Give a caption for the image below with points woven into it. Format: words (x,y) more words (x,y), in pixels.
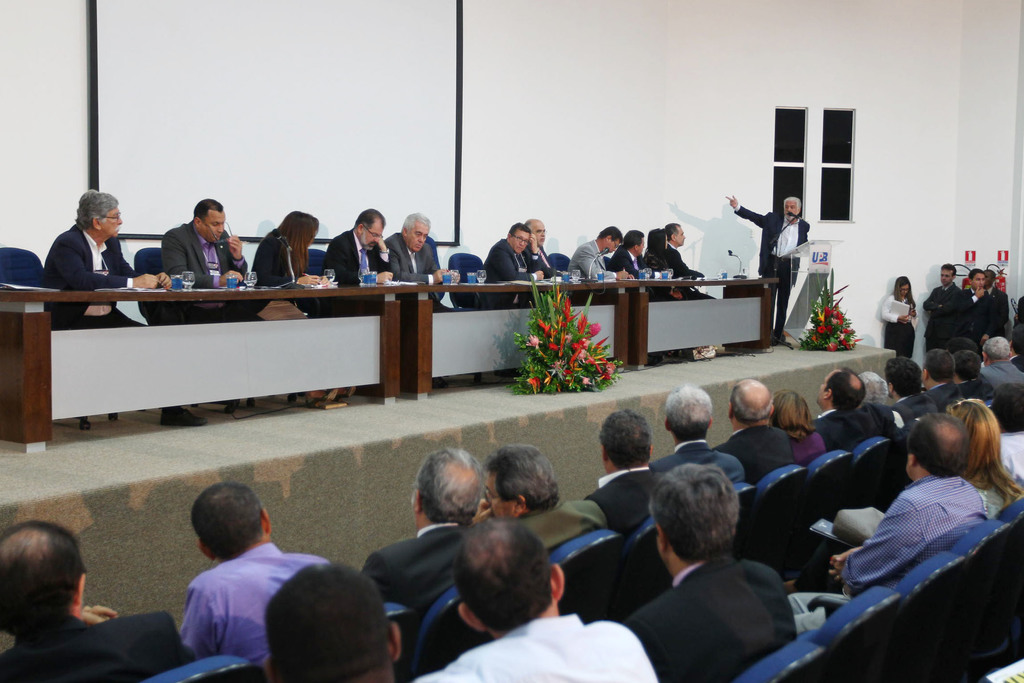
In the picture we can see some people (833,375) are sitting on the chairs (992,555) and some are in blazers (691,661) and shirts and in front of them, we can see the stage (750,370) and on it we can see some people (101,228) are sitting on the chairs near the desks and they are also in blazers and besides, we can see a man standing and talking something in the microphone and behind him we can see the window (824,167) and behind the people (542,236) on the stage (766,366) we can see the screen (196,42).
